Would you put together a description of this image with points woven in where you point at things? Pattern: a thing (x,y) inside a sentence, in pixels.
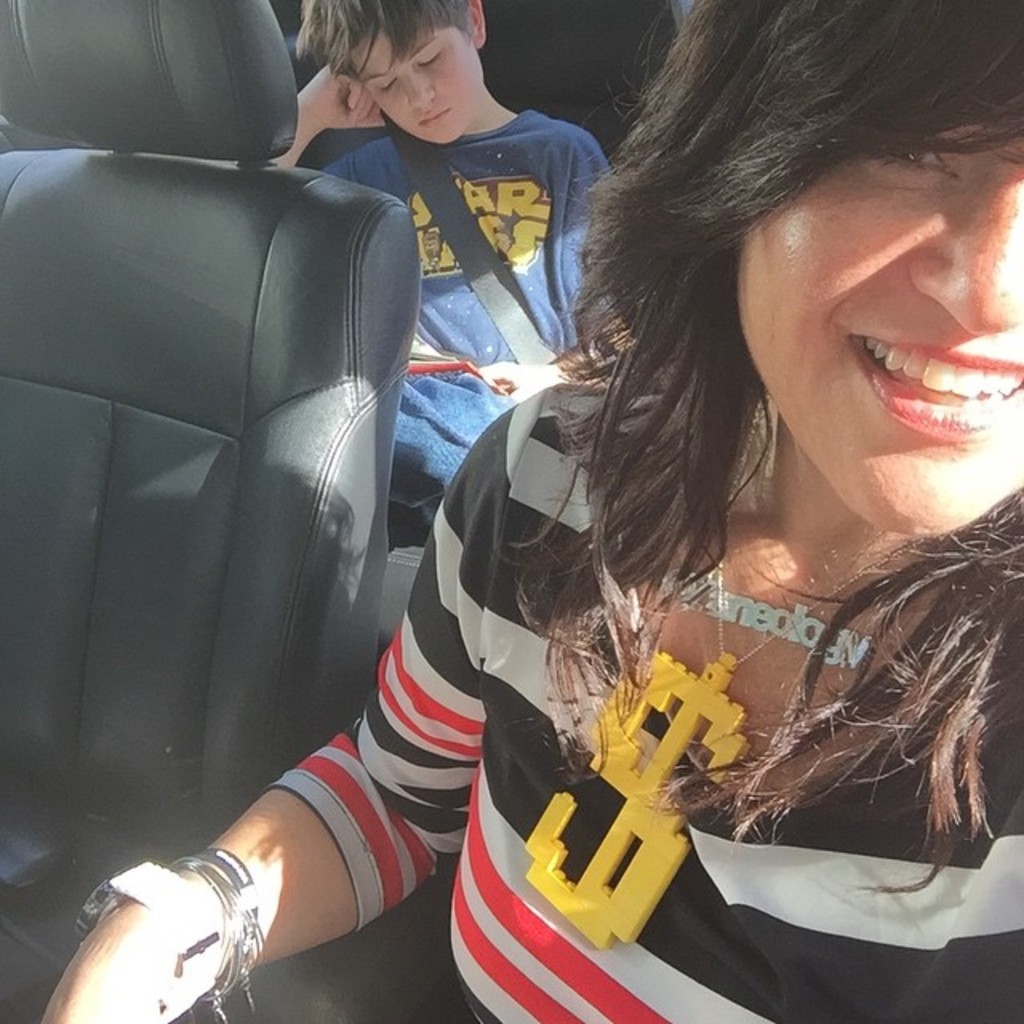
In this picture we can see a woman (676,383) and a boy (512,211), they both are sitting in the vehicle (423,552) and she is smiling.
